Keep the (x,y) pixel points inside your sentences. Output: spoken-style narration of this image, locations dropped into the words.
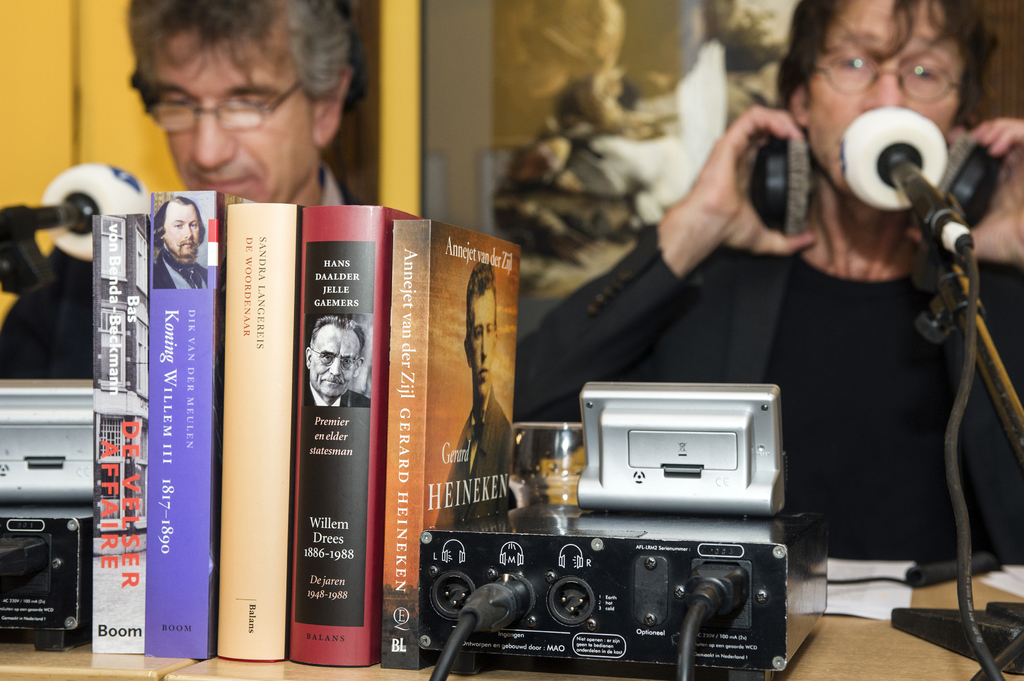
On the table (639,669) we can see books (429,357), amplifier (738,626), papers (881,604) and other objects (18,405). On the right (881,42) there is a woman (797,378) who is wearing top (818,413), spectacle (858,63) and she is holding headphones (785,214). In front of her we can see the mic (928,198). On the left (253,90) there is a man (270,142) who is wearing spectacle (272,109) and suit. In the background (559,218) we can see the door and wall (409,117).
